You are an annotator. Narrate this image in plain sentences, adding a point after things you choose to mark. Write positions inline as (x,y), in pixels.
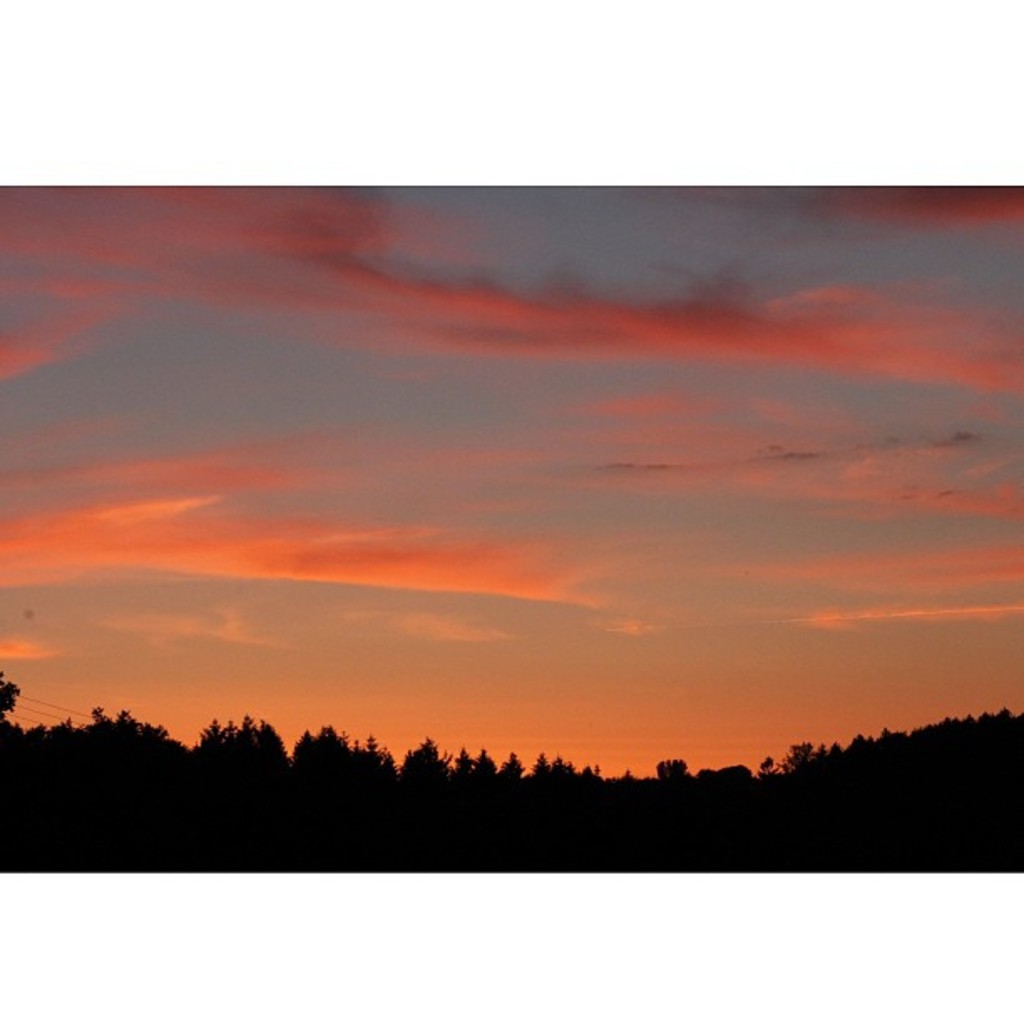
In this image I see the trees (395,812) and I see the sky (545,365) which is of blue and red in color and it is dark over here.
